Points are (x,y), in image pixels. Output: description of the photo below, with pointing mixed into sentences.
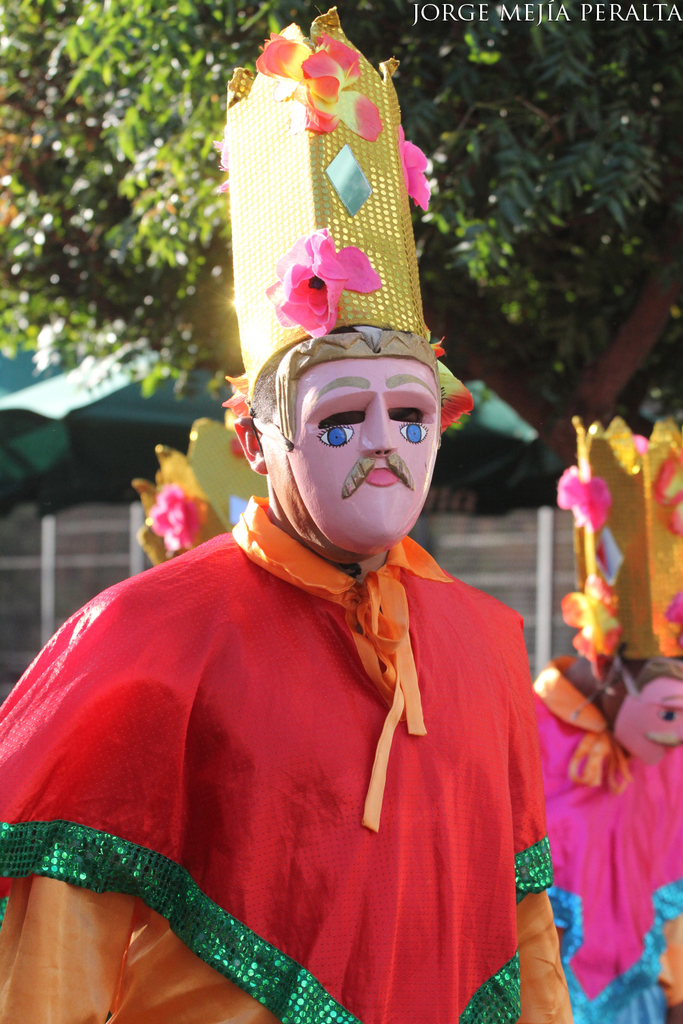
In this picture we can see two persons (537,844) standing, they wore costumes (573,813) and masks (342,476), in the background (579,149) there is a tree (551,182) and a shed (49,391), we can see some text (525,14) at the right top of the picture (540,9).
